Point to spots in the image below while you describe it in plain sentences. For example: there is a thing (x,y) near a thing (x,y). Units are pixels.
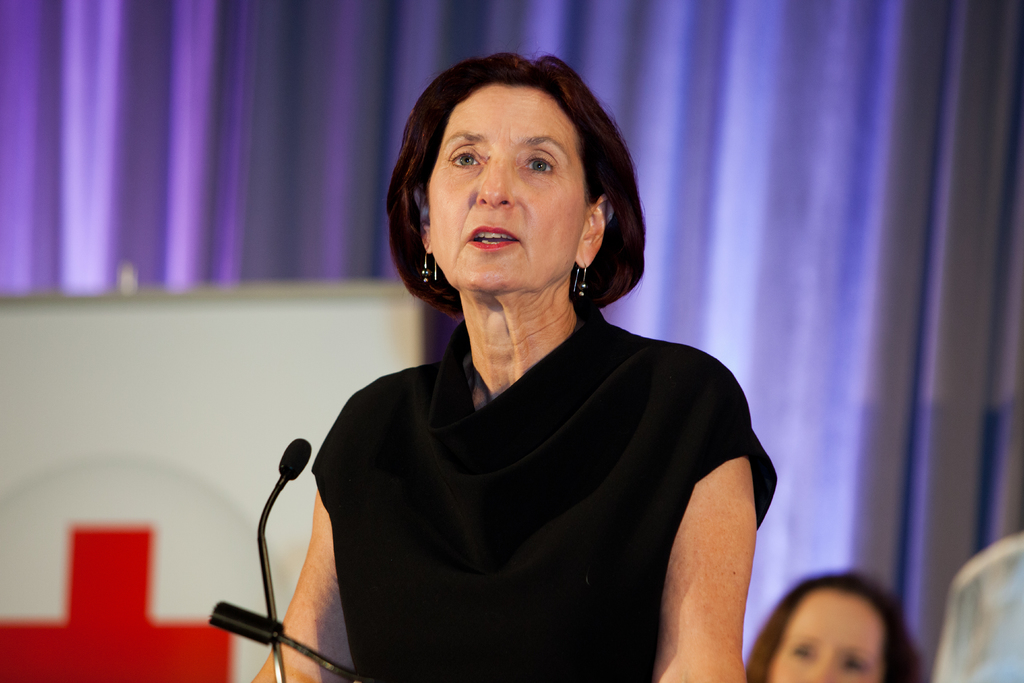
In the picture we can see a woman (573,490) standing near the microphone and giving a speech, she is wearing a black T-shirt (559,476) and behind her we can see a woman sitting and besides, we can see a white color board (236,464) and a cross symbol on it and in the background (981,106) we can see a curtain (750,227) which is violet in color.
